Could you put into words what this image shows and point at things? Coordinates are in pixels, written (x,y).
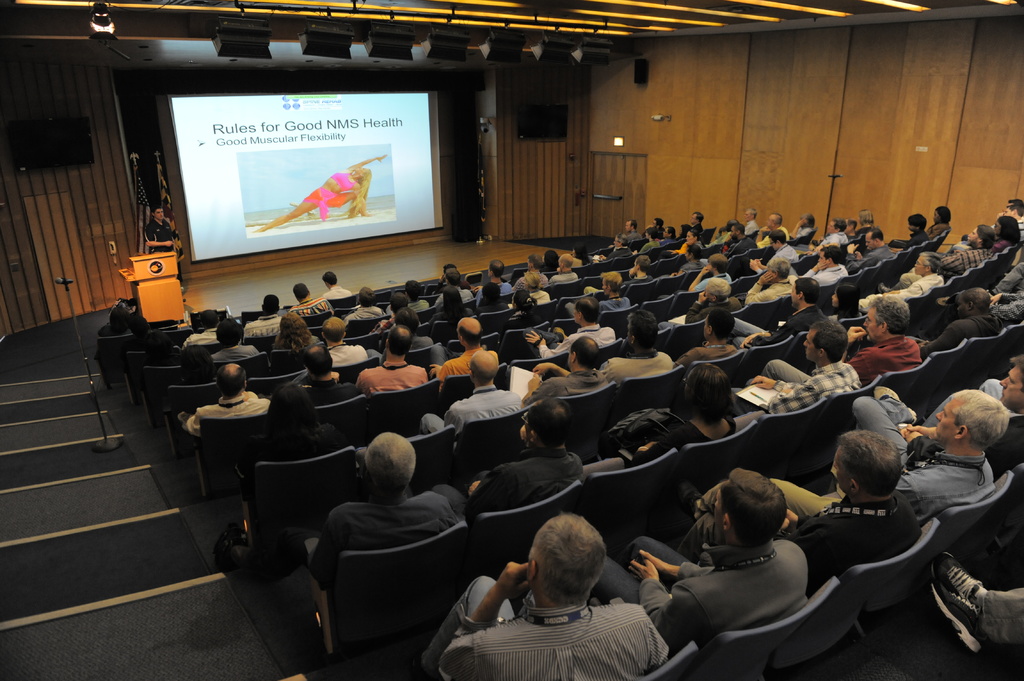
In this image, we can see some people (763,532) sitting on the chairs (730,659) and they are looking at the big screen (245,239).
